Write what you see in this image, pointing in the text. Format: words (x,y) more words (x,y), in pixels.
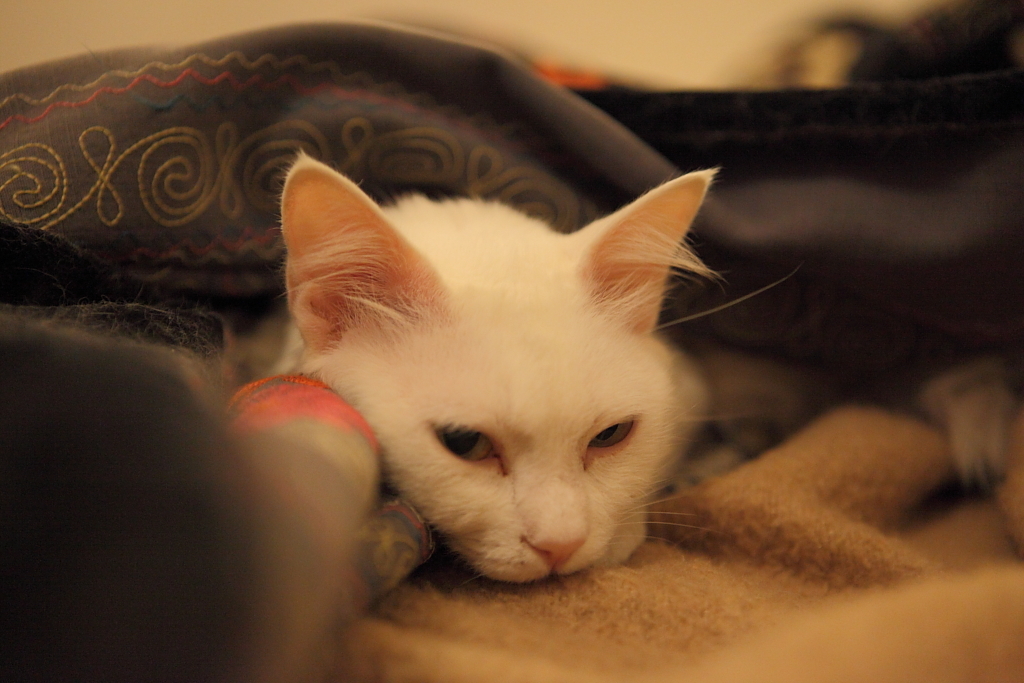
In this image, we can see a cat (552,326) and some cloth (662,511). We can also see some objects (215,415) on the left (199,430). We can also see the blurred background (713,35).
